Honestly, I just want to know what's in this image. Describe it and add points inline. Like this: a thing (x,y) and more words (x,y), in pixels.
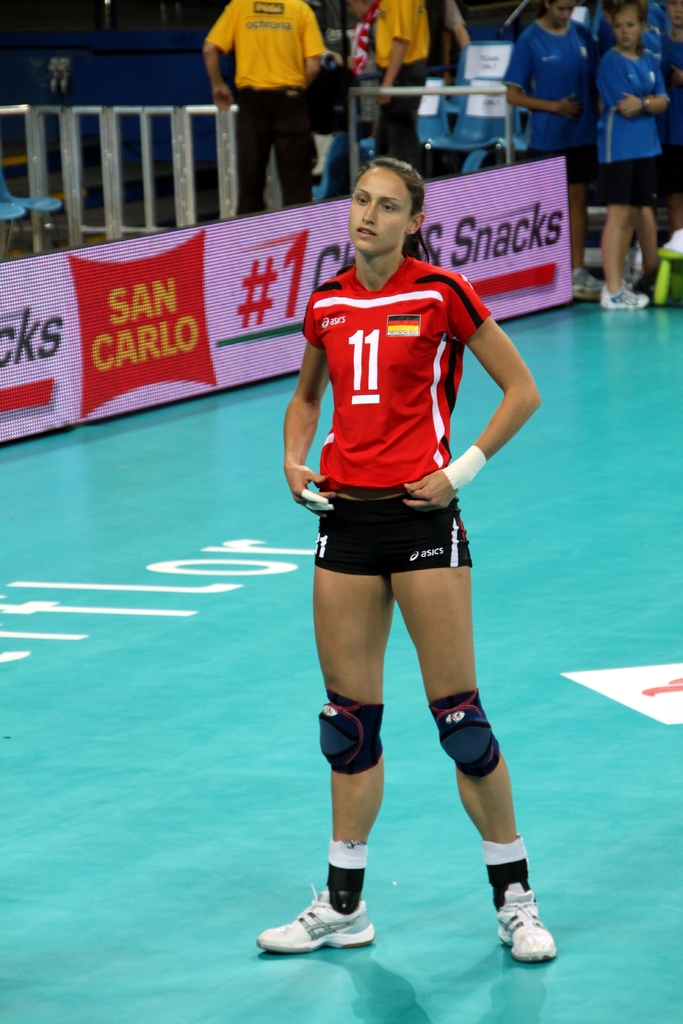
In this picture, we can see a woman (333,479) in the red t shirt (360,323) is standing on the path (378,853) and behind the woman (413,417) there are boards (237,243), group of people (406,136) are standing and other things (150,194).
